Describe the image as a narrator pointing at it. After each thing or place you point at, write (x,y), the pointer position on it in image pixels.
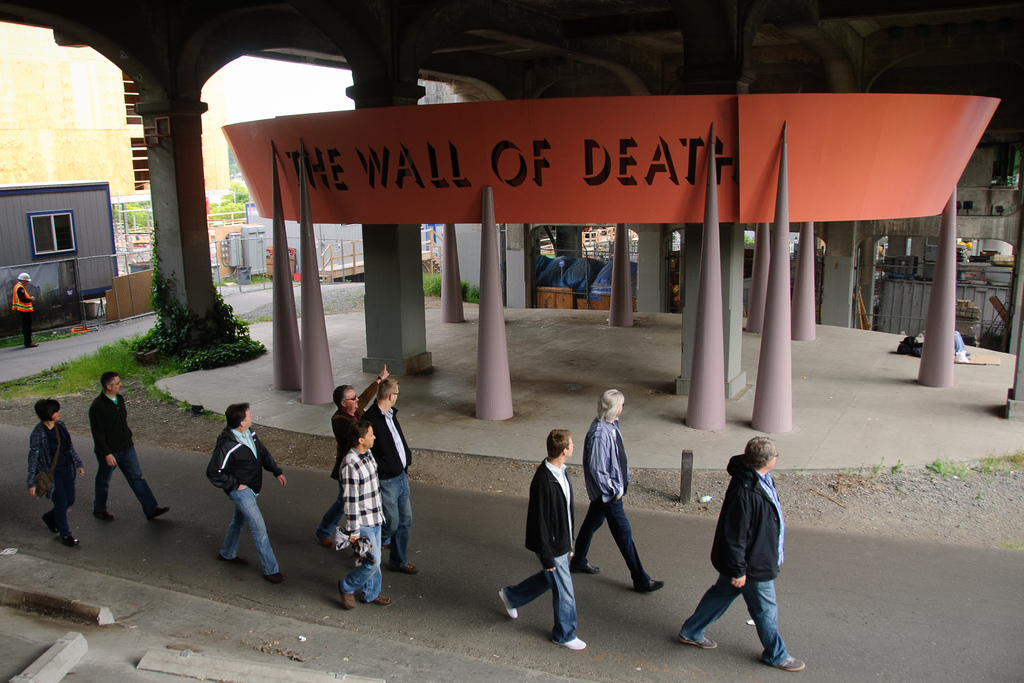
In this image there are people (126,422) walking on a road (911,588) in the background (335,203) there are poles (714,376) and a banner (346,193) on that banner (471,178) there is text (607,176) and plants (147,332) and sheds (90,191).
